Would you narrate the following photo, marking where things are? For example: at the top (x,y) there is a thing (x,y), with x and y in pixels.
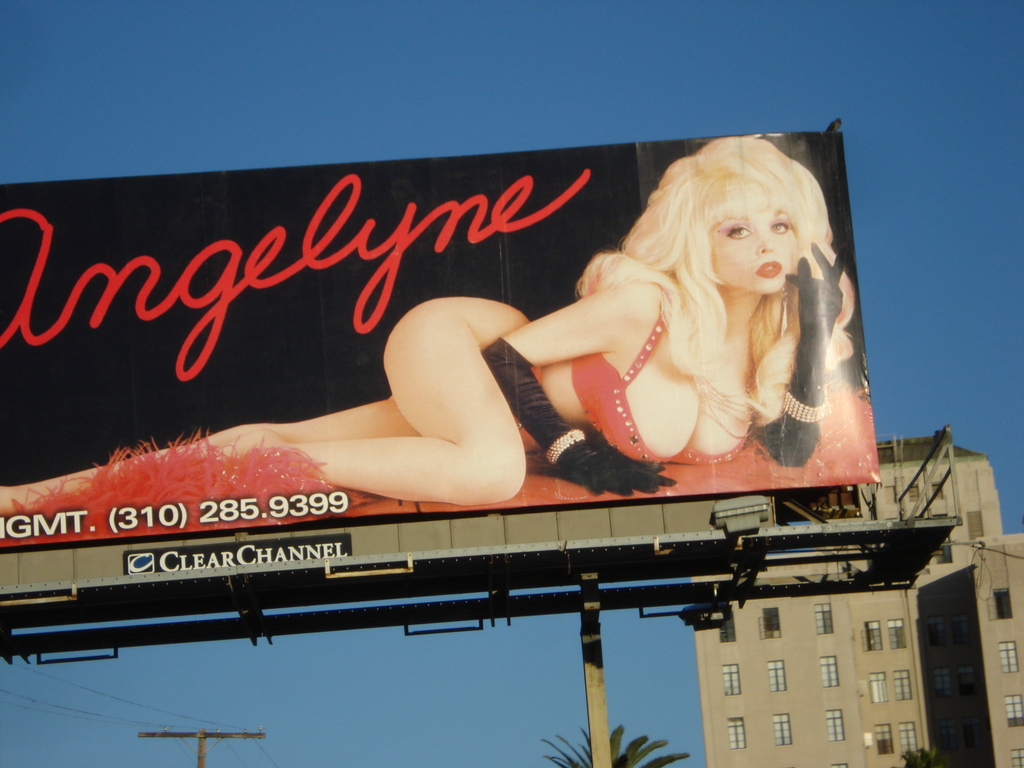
In this image there is a hoarding (457,416) on that hoarding (429,431) there is a picture (691,317) of a women (352,416) and there is some text (112,288), in the background (974,634) there is building (775,699), tree (614,762), pole (201,751) and the blue sky (498,39).
